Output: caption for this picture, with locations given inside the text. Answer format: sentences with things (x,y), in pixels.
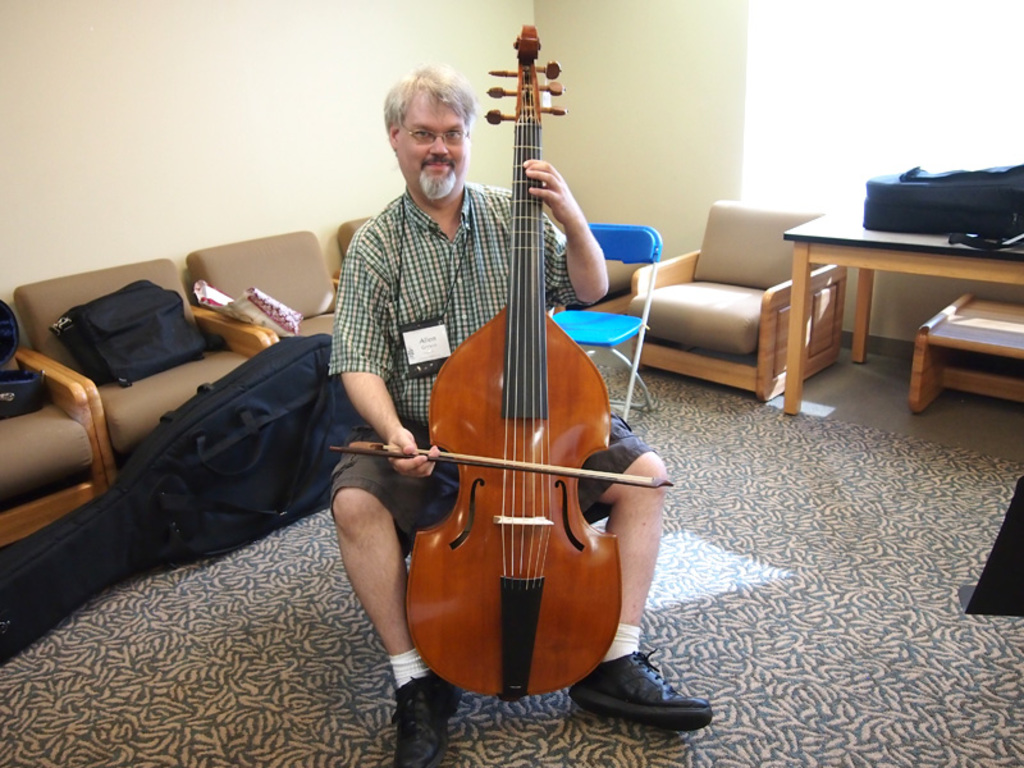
In this image I see a man (384,393) who is sitting and he is holding a musical instrument (512,309), In the background (584,327) I see the bags (24,601), a sofa set (732,210), chair (590,332), wall (21,247) and the table (797,410).
